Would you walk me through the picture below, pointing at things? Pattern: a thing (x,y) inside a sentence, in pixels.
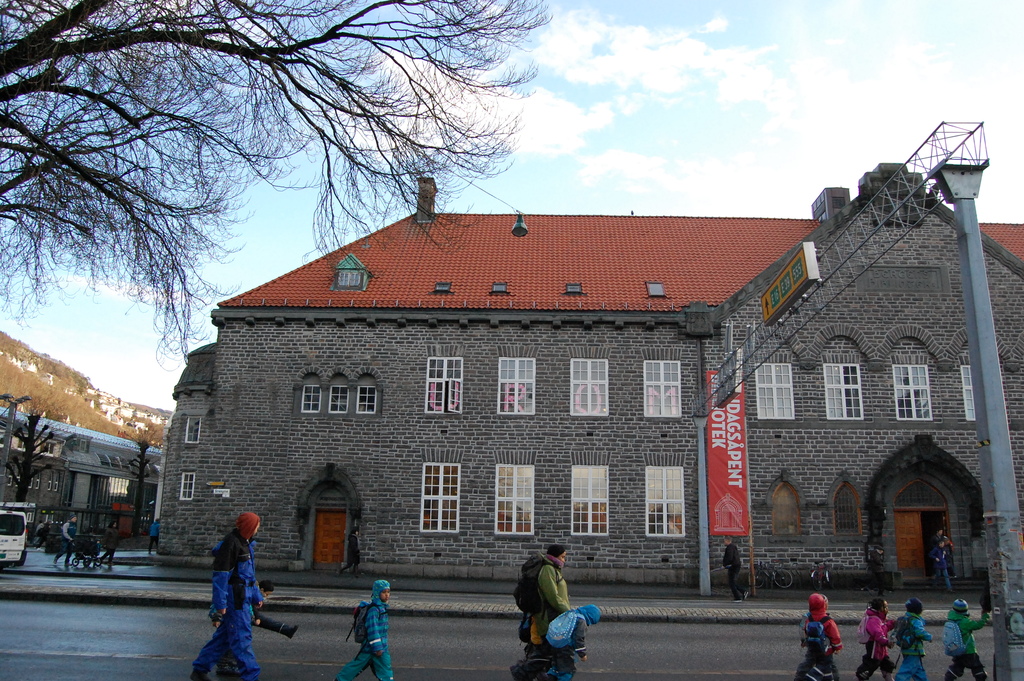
In this image few persons (241,537) and few kids (894,643) are walking on the road (728,670). They are carrying bags (958,625). They are wearing jackets (583,624). A person's hand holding a baby trolley (86,556). Left side (14,541) there is a vehicle (26,545). Few persons (65,543) are walking beside the road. Few persons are walking on the pavement (700,595) having metal arch (701,509) on it. Behind it there is a building (581,503). Left side (93,479) there is a building (71,425), behind there is a hill (71,392) having few trees (66,399) and houses (117,411) on it. Left top there is a tree (159,83). Top of image (893,58) there is sky (778,96) with some clouds (808,137).
